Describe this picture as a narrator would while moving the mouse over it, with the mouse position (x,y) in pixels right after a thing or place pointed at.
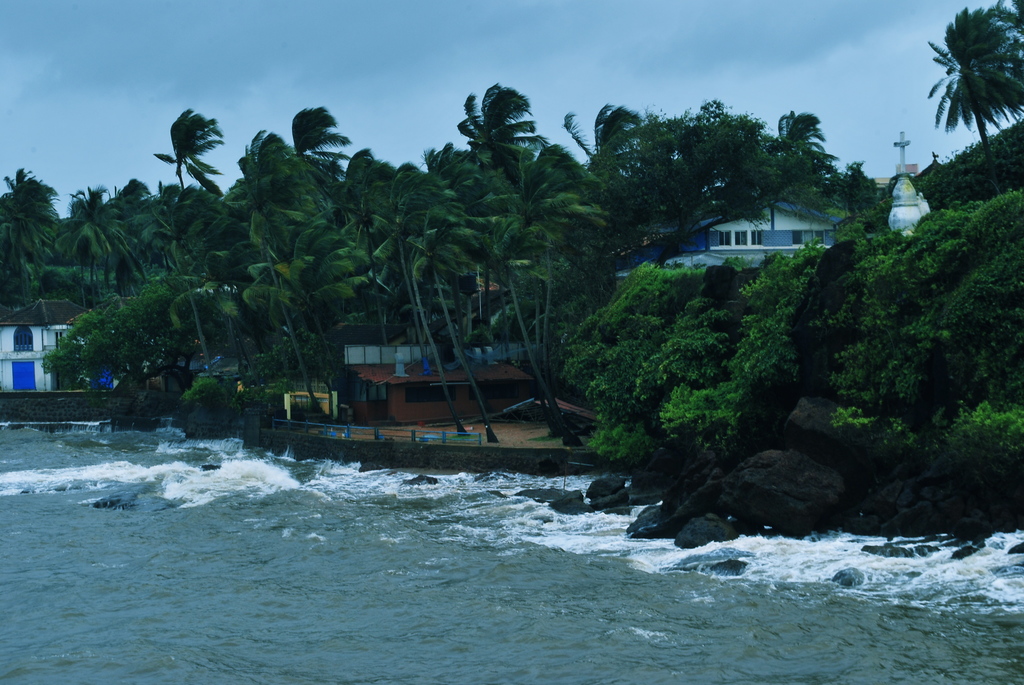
In this image we can see rocks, trees (445,294), buildings (40,336) and other objects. At the top of the image (553,73) there is the sky (233,97). At the bottom of the image (455,537) there is water (548,563).
